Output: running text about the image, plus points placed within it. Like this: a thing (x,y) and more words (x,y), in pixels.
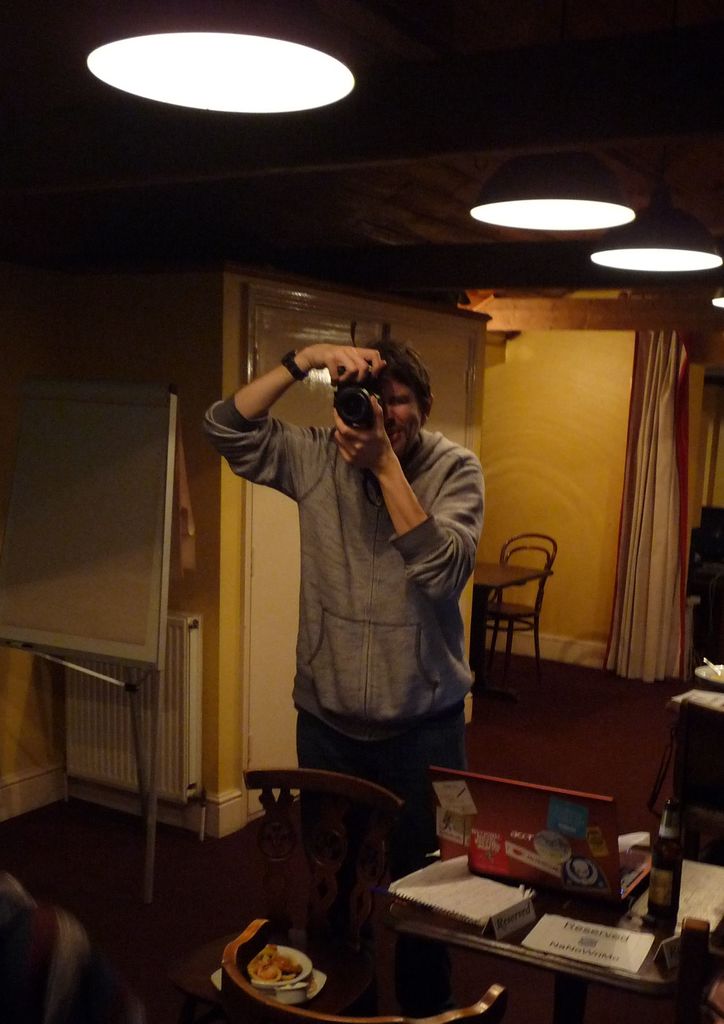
In the image there is a man (355,542) standing and clicking a photo with the camera (358,426), beside him there is a table (567,906) and on the table (580,904) there are some objects (514,850), on the left side (145,419) there is a white board (135,546) and behind the man (335,530) there is a table (509,576) and a chair (542,552), a curtain (667,490), wall (557,419) and there are lights (287,56) fixed to the roof (447,204).
